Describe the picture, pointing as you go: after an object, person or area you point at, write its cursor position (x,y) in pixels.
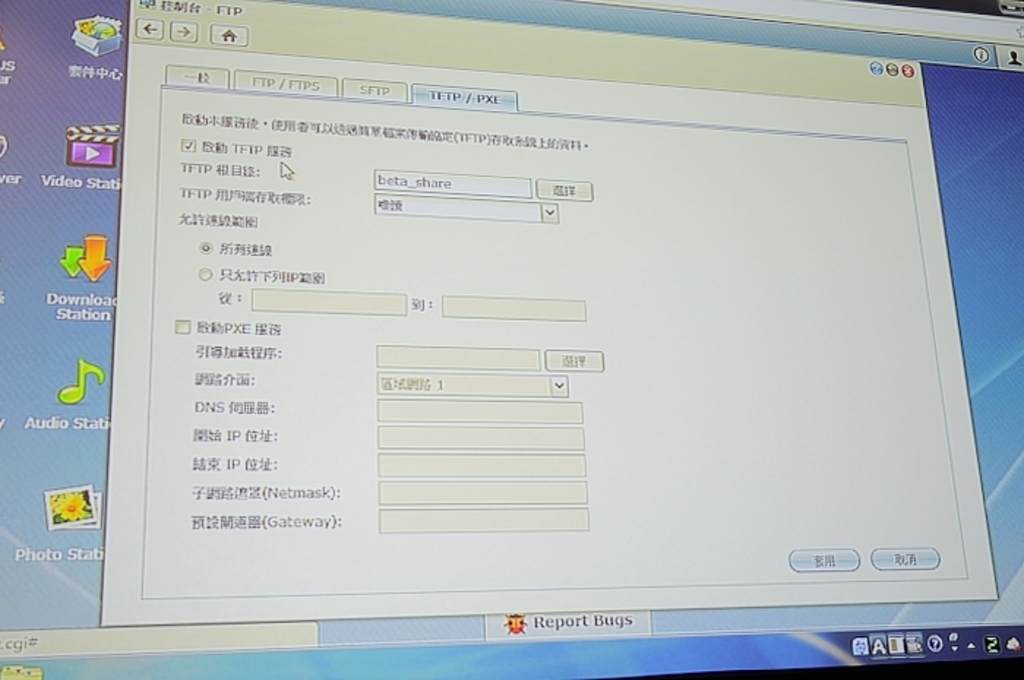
This image looks like a computer screen (628,311). This image is taken, maybe in a room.
